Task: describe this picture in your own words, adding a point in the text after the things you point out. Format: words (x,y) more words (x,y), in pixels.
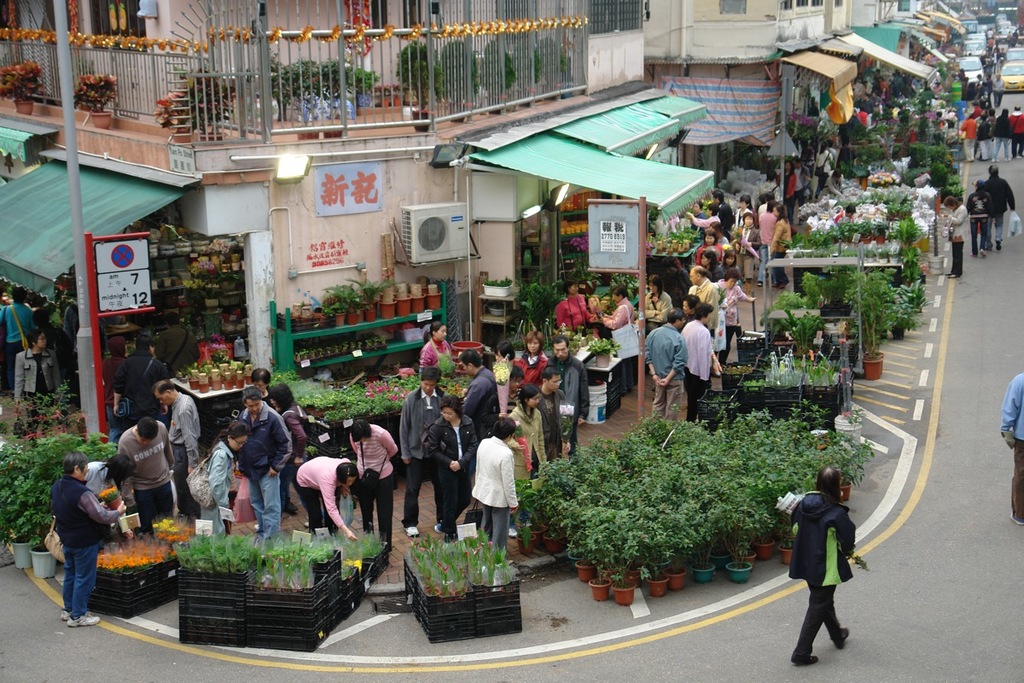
In this picture there are people (276,409) in the center of the image (430,405) and there are buildings (7,22) at the top side of the image (673,3), there are cars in the top right side of the image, there is a pole (61,22) on the left side of the image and there are stalls (818,113) in the center of the image (657,237), there are plants pots (874,127) in front of the stalls (832,62).
